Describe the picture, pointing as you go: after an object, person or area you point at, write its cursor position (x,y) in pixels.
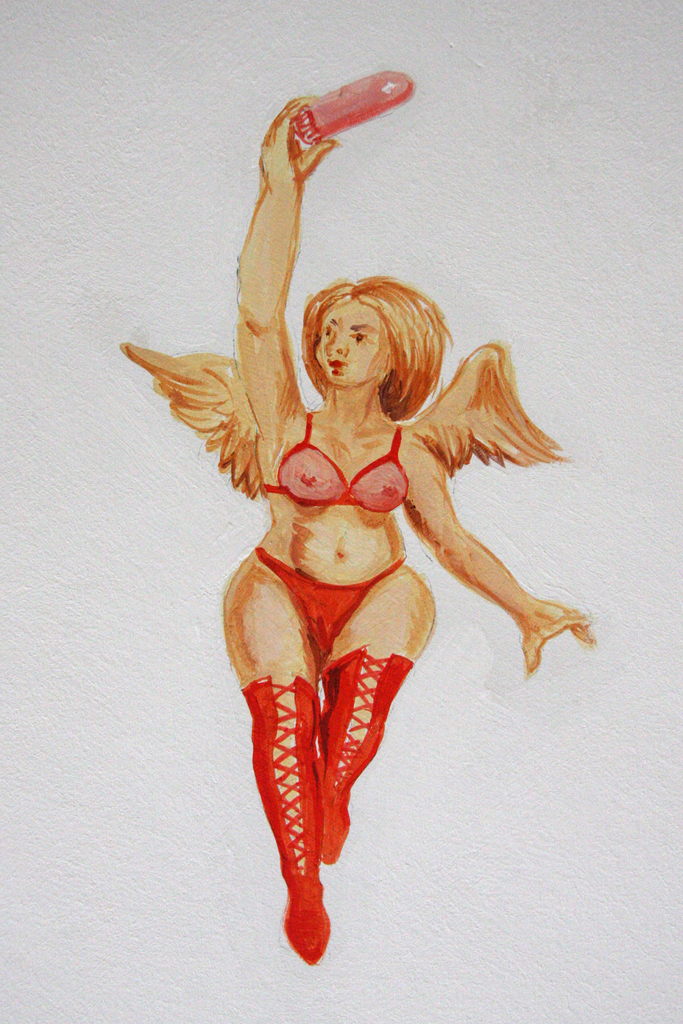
This picture shows a painting (262,303) of a woman (274,292) on the wall (412,848).
